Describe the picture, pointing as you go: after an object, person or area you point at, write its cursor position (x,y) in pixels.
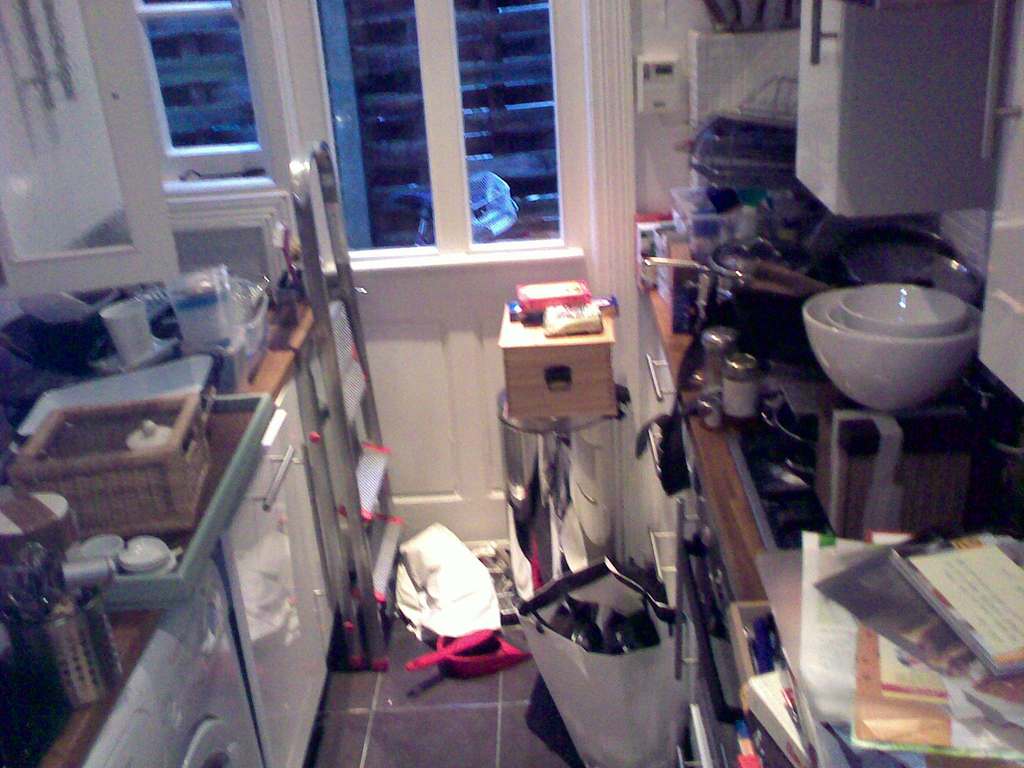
In this picture I can see the inside view of a room (362,157) and I see the countertops (162,353) on which there are many utensils (907,370) and other things (44,349) and on the floor (372,759) I see many more things (579,532). In the background of this image (278,62) I can see the windows (382,94) and I can see few cupboards (859,11).
